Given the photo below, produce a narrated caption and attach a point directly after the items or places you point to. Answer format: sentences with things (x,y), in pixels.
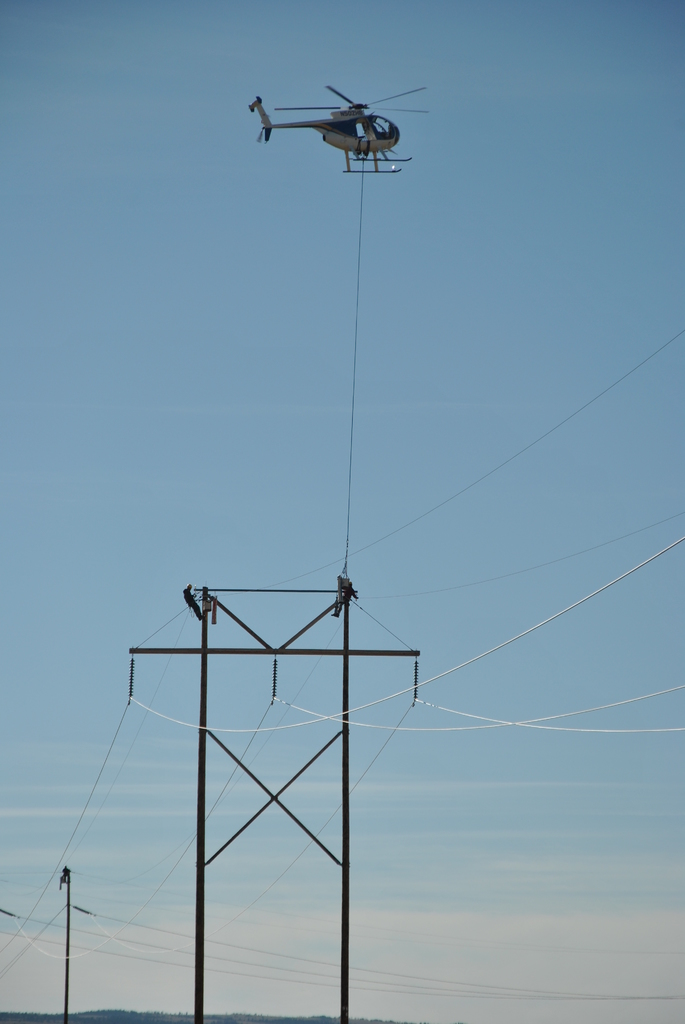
In this picture we can see poles (202,924), wires (140,953), two people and a helicopter (406,93) flying in the sky (294,510).
